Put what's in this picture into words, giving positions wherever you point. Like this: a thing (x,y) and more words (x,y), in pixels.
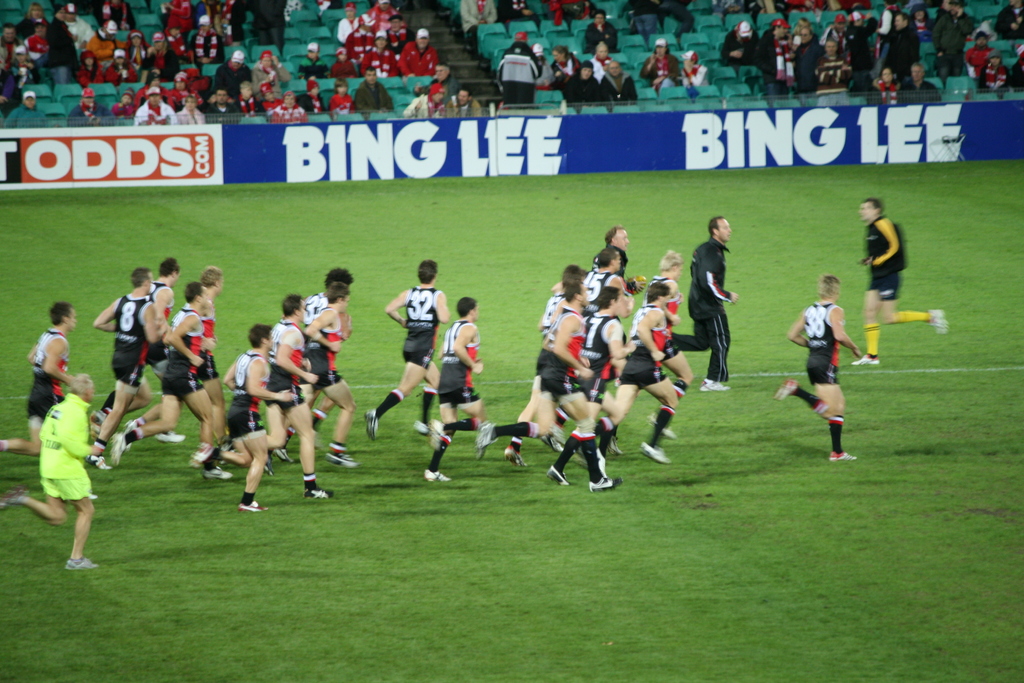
In this image, there are some persons (724,287) wearing clothes (595,291) and running in the stadium (501,306). There are some persons (285,16) at the top of the image (812,87) wearing clothes (602,92) and sitting on chairs (397,112).
